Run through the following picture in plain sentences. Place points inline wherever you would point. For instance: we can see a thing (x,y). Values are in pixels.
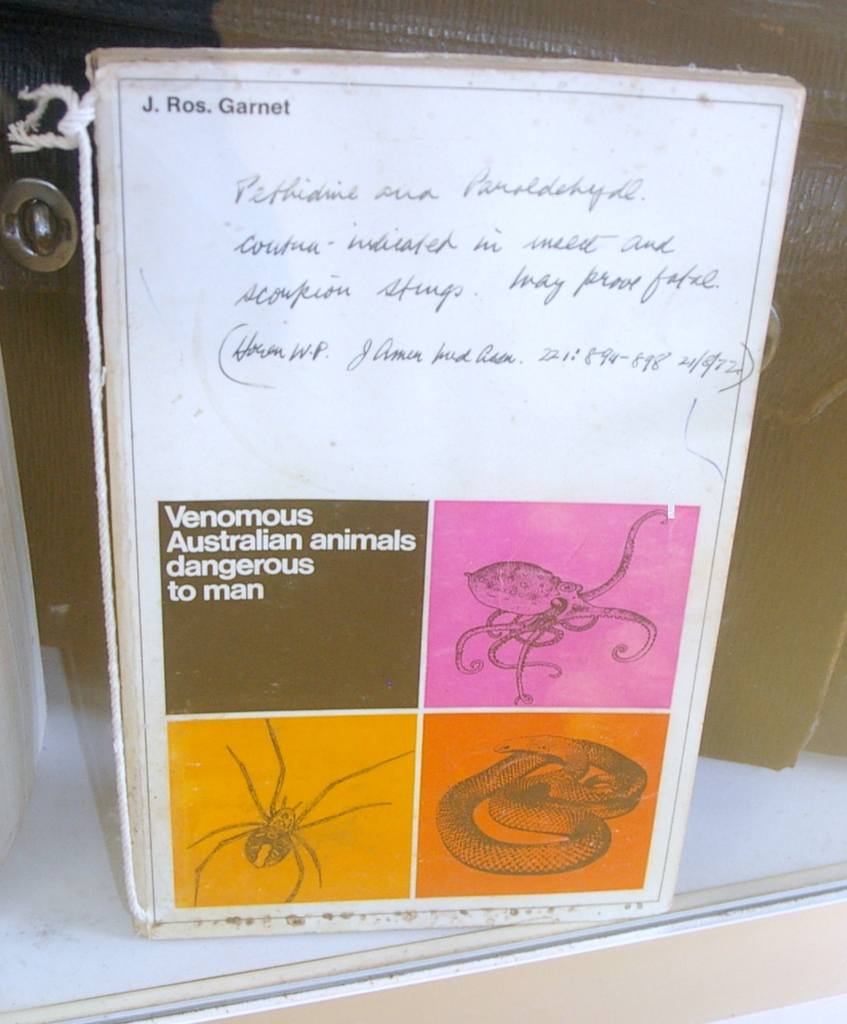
In this image there is a book (332,406). On the front page (311,791) there are picture (550,750) of spider (284,851), octopus (518,605) and snake (519,796).
